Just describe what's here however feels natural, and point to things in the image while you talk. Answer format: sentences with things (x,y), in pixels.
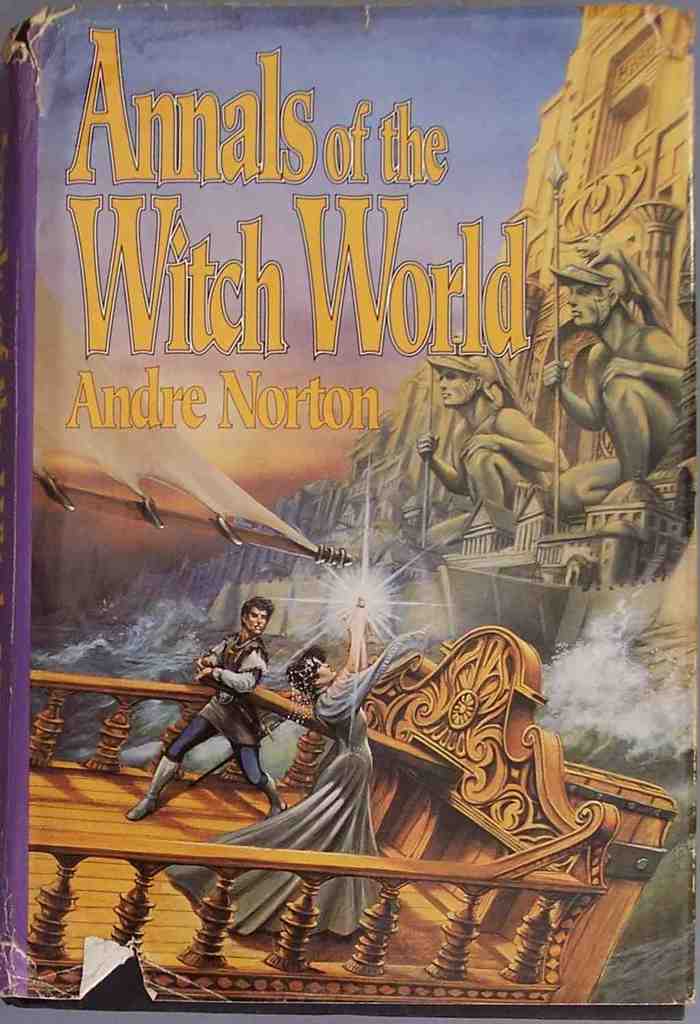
In this image we can see a book (480,586). On the cover page (396,327) of the book (390,276) we can see two persons (356,687), a building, water (163,616) etc, in the image.
